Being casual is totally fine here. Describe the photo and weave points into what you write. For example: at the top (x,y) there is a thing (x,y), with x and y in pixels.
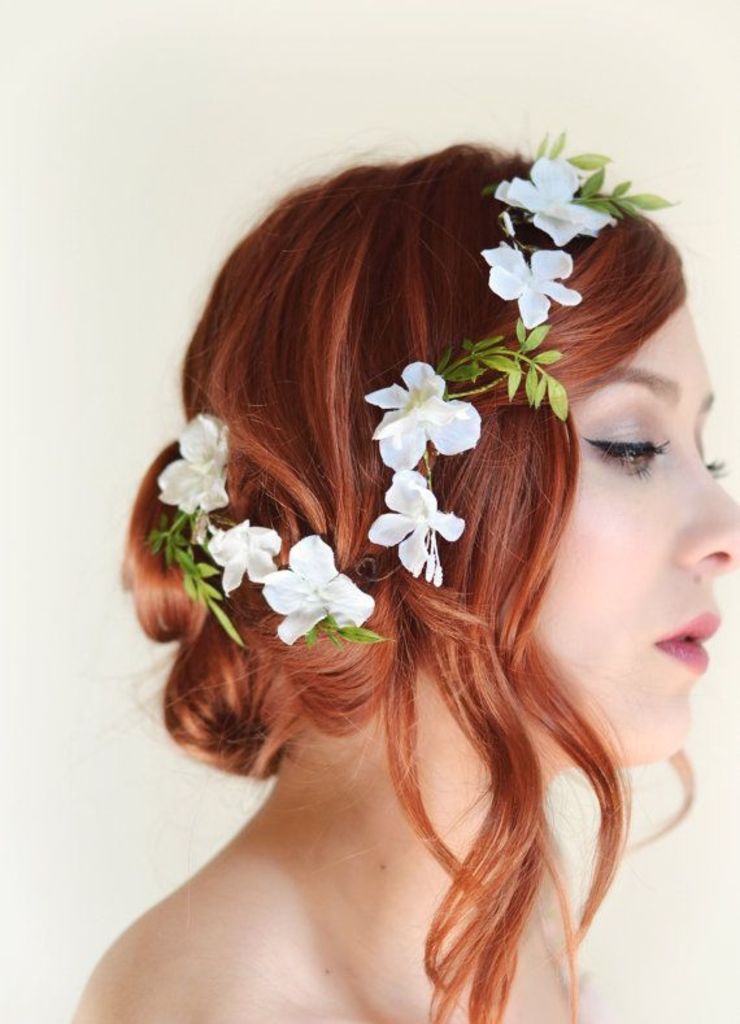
In this image we can see a woman (387,303) and there is a flower crown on her head (495,325). There is a cream color background (64,920).
